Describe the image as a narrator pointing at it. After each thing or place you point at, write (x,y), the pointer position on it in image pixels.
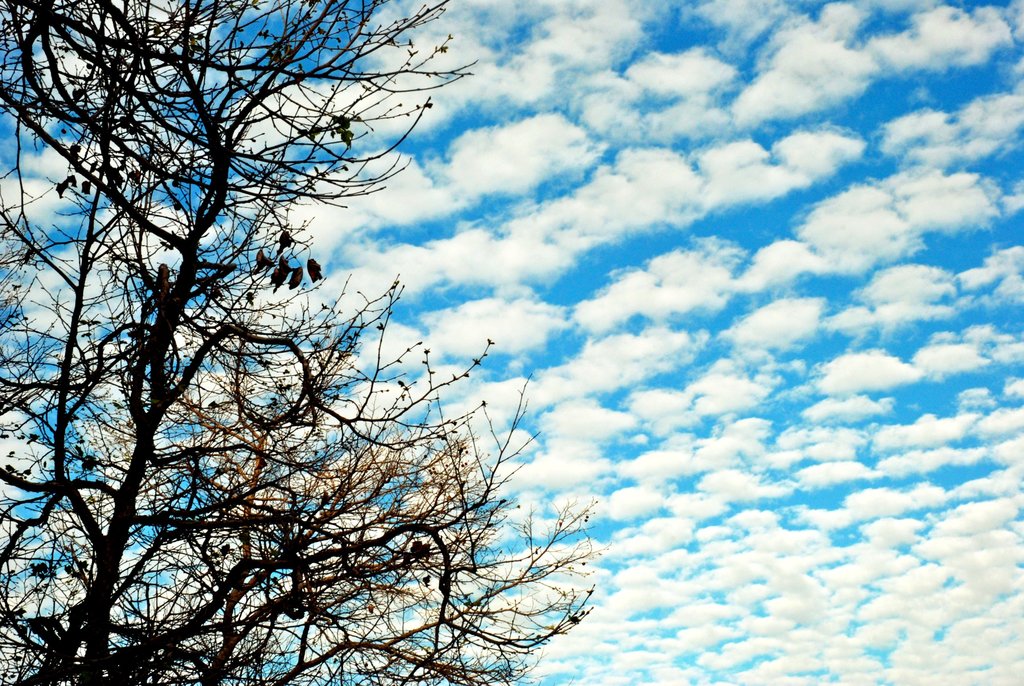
This picture shows trees (302,399) and a blue cloudy Sky (551,328).
